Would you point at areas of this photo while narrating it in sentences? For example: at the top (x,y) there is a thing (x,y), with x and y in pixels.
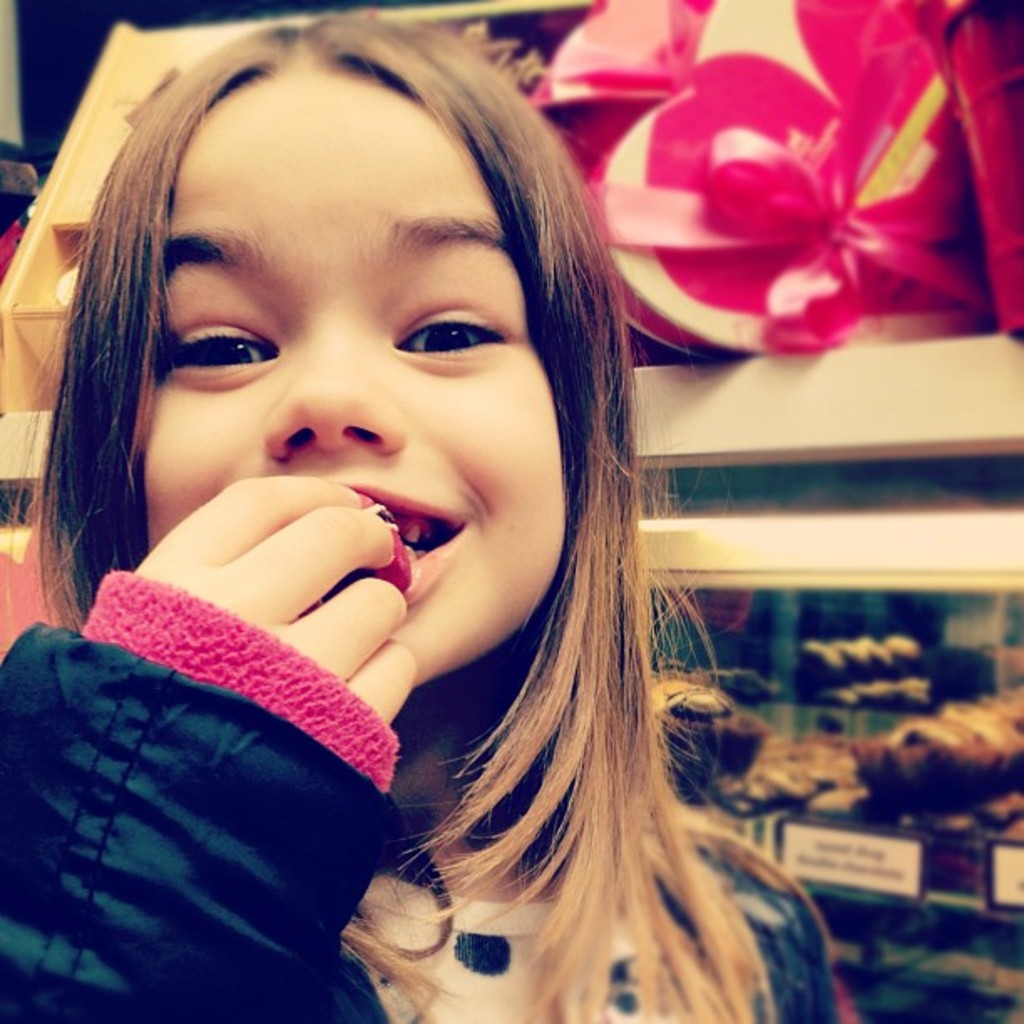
There is one kid (408,643) eating a food item (405,568) on the left side of this image (310,659). There are some objects (700,292) are kept in the racks (682,514) as we can see in the background (801,568).
